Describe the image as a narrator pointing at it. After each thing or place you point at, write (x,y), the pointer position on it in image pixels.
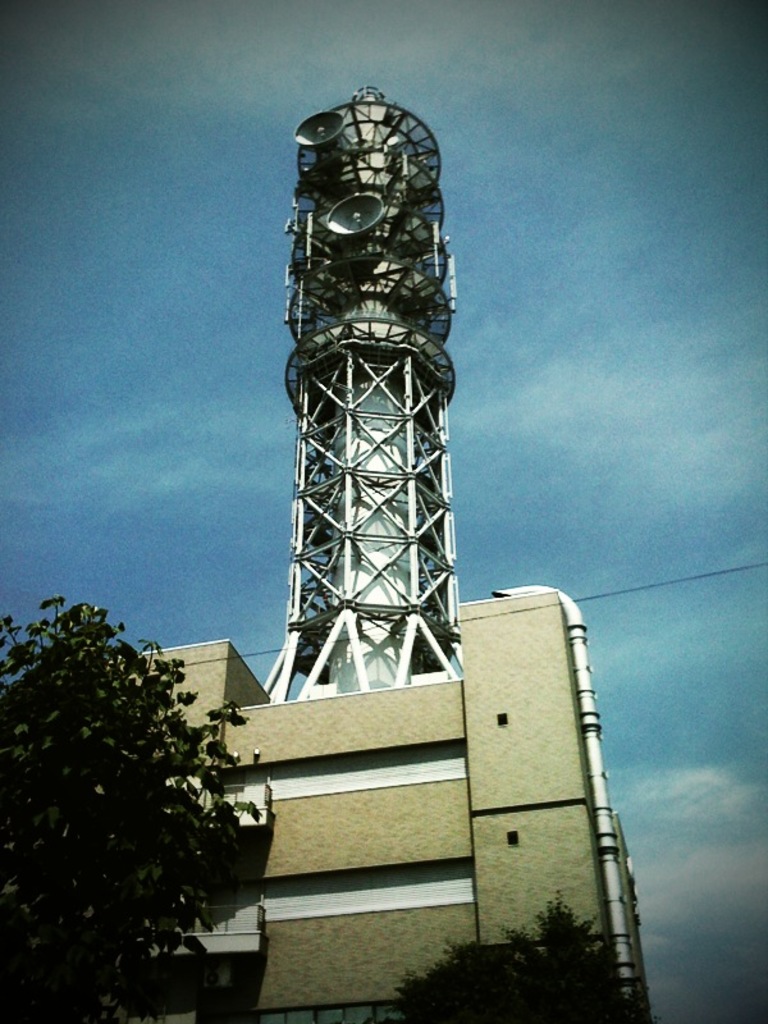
In this image we can see trees (596,1004), building (382,864), tower (395,534), pipe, wire (721,574) and the blue color sky (720,54) in the background (182,572).
